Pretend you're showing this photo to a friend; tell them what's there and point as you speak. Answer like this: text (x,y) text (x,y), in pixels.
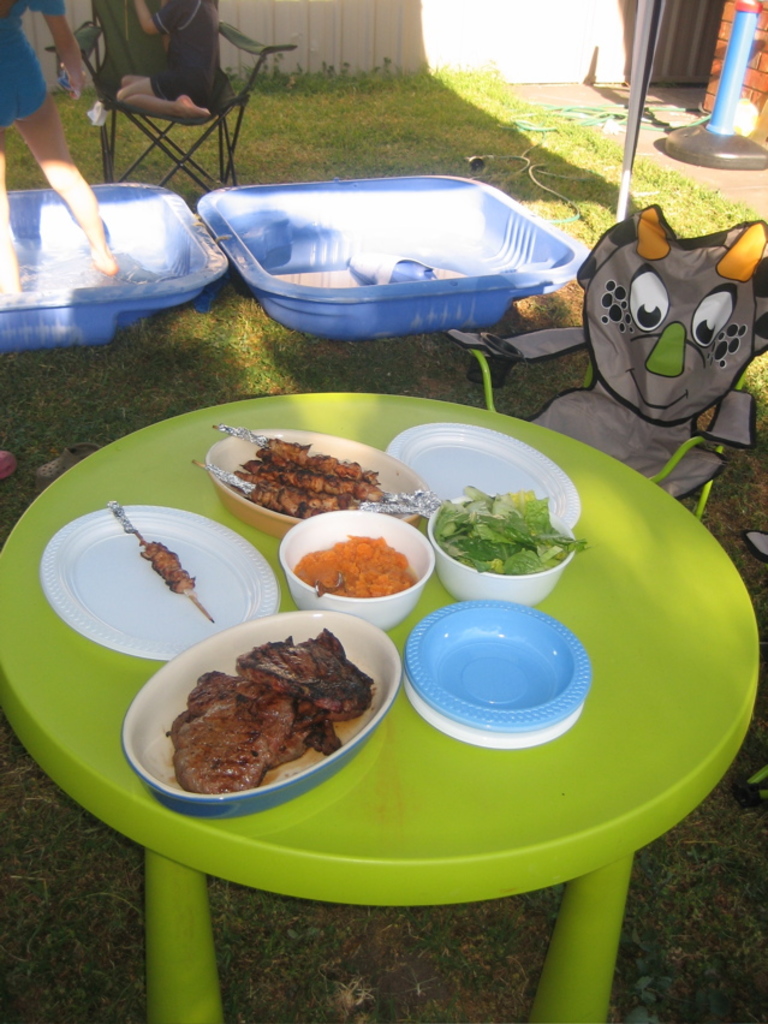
In this image, we can see some food (207,698) in the bowls (352,726) and plate (142,636). Here there is a green table (370,766) on the ground (398,992). Top of the image (121,139), we can see chairs (717,421), tubs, poles (720,142), grass (355,374), wires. On the left side (208,114) top corner, we can see two people (197,24). Here a person (162,81) is sitting on the chair (221,87) and person (65,164) is standing in the water (45,263).
